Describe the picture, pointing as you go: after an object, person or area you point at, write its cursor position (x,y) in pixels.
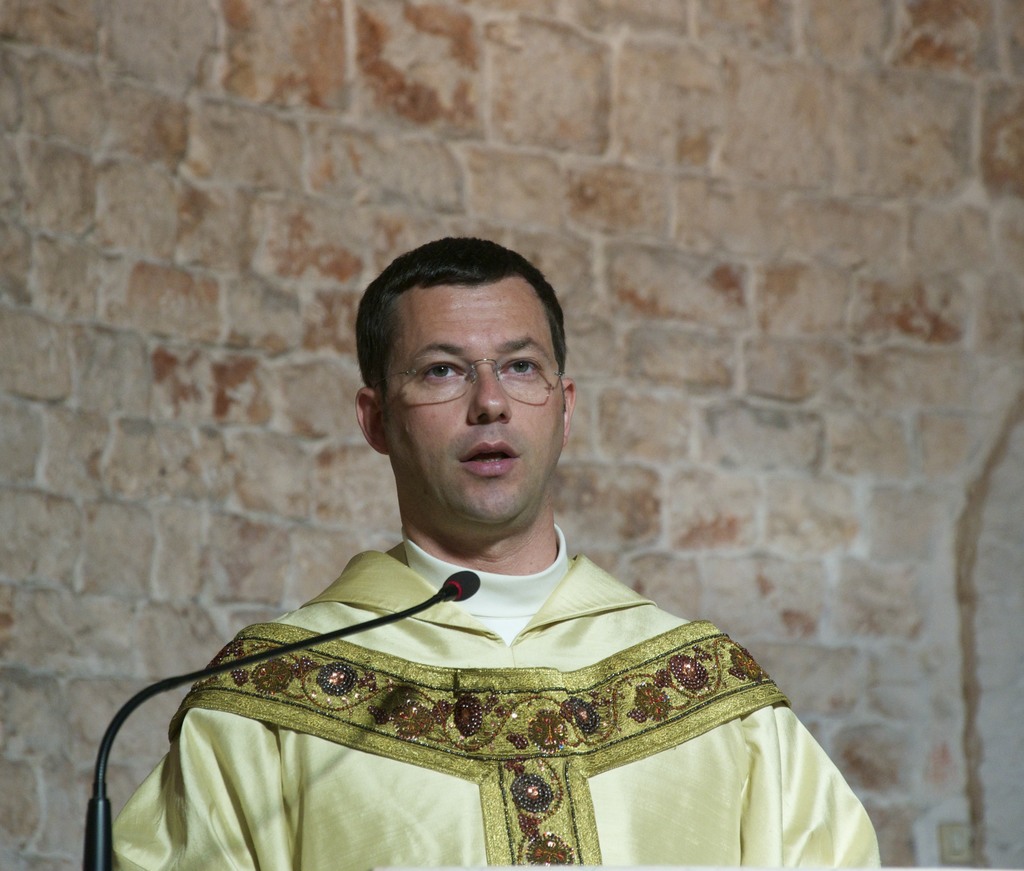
In this image there is a person (490,713) standing and talking, there is a microphone (183,680), person (206,684) is wearing spectacles (499,378), there is the wall (493,185) behind the person (459,791).
